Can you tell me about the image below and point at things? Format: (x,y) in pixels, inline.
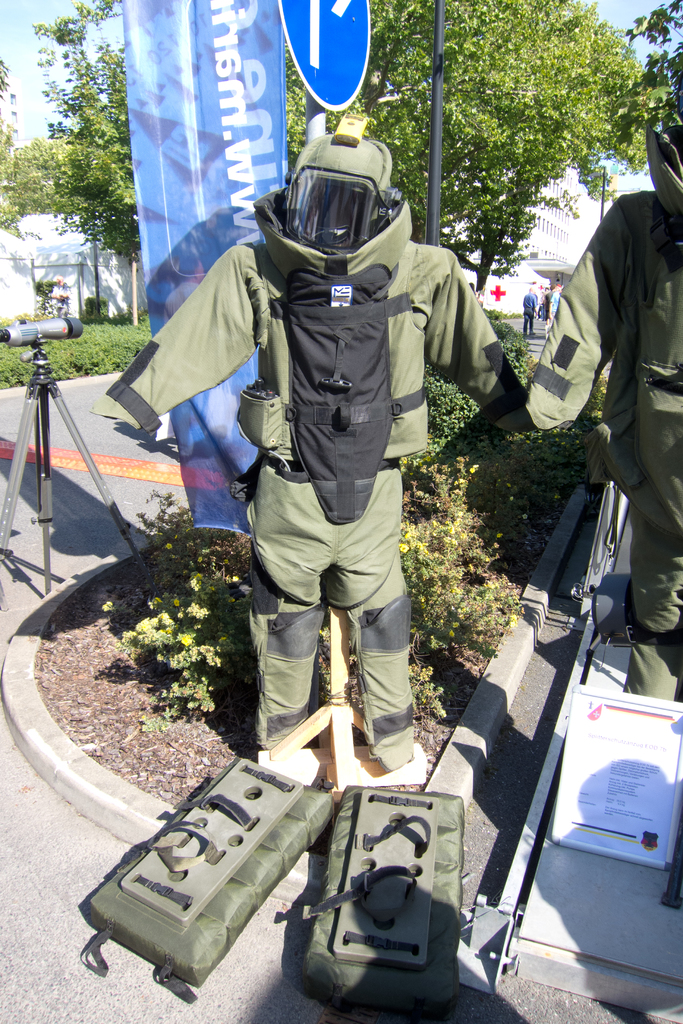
In the image there are two costumes (342,522) kept in the display and in front of those costumes (399,755) there are two objects (401,906) and beside the objects (423,864) there is some note (625,753) kept in front of the costumes (393,701) and on the left side (43,518) there is a camera (44,345) and behind the costumes (430,280) there are many trees (470,172) and plants (412,589), in the background (498,285) there is a hospital (566,227) and some people (539,302) are walking on the road (518,322) beside the hospital (567,262).
